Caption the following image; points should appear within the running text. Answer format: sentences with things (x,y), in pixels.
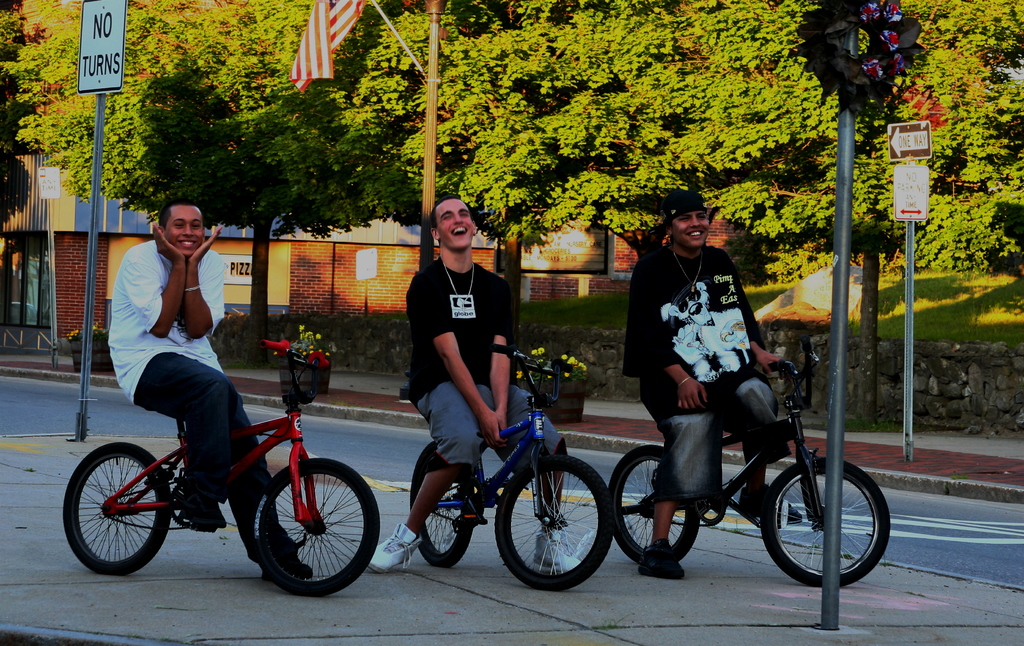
In this image we can see there are people (452,439) sitting on a bicycle (483,450). And there are flowers (565,372) in it. At the back (93,36) there is a road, wall (70,292), banner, sign board (919,178), poles (837,364), boards (911,155), flag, grass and trees (339,141).
